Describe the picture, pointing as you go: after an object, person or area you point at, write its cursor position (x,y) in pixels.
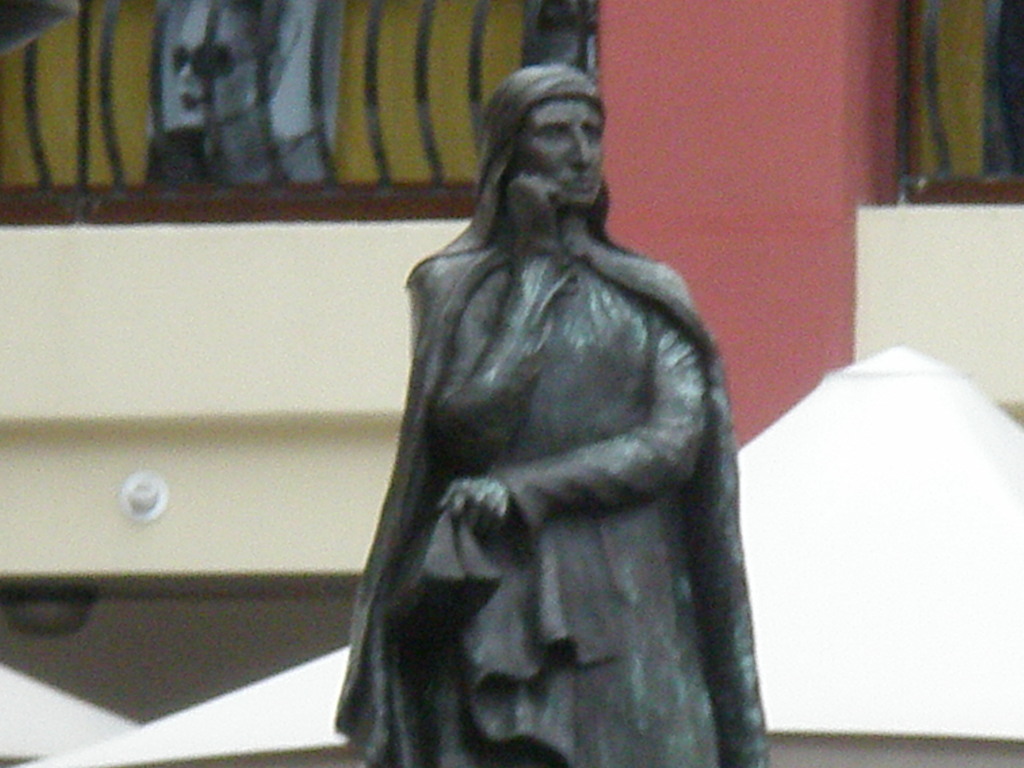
In the middle of this image (582,498), there is a statue (591,504) of a woman (529,198). In the background (807,98), there is a red color pillar (719,212), a fence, a wall (95,553), a poster (219,130) and there are other objects (142,520).
